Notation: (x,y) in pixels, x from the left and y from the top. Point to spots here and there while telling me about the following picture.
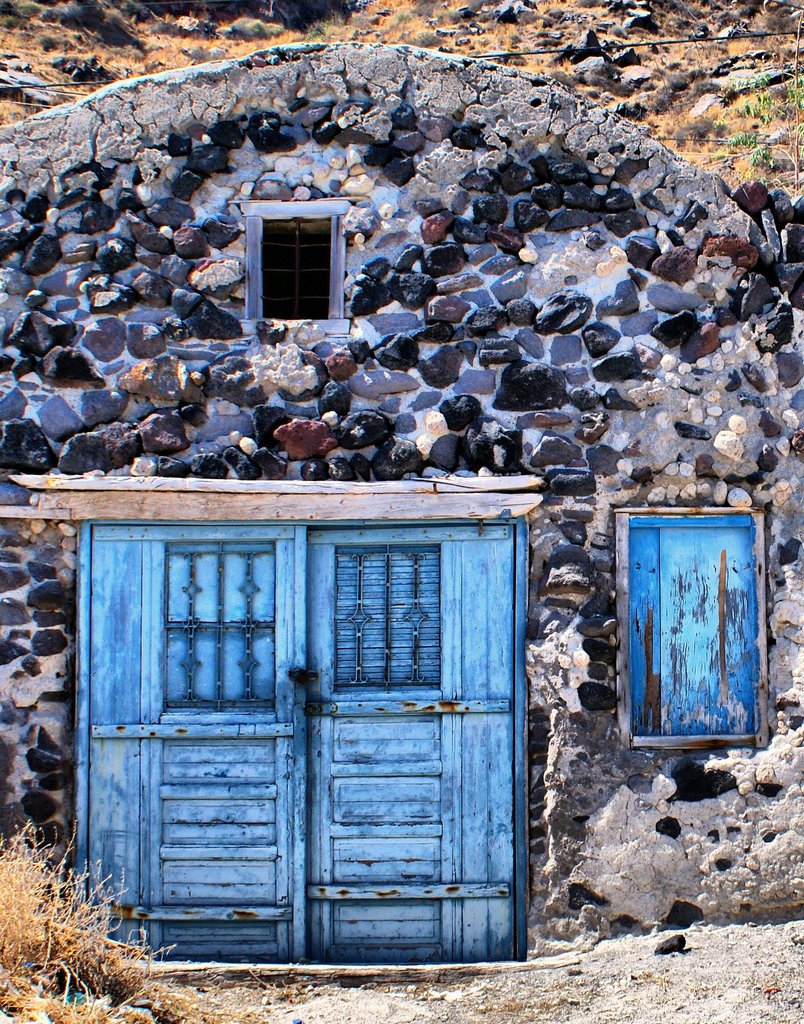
In this image we can see a house (412,244) with doors (378,712) and a window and there are some rocks (510,17) in the background (736,35) and we can see grass (168,35) on the ground (667,965).
